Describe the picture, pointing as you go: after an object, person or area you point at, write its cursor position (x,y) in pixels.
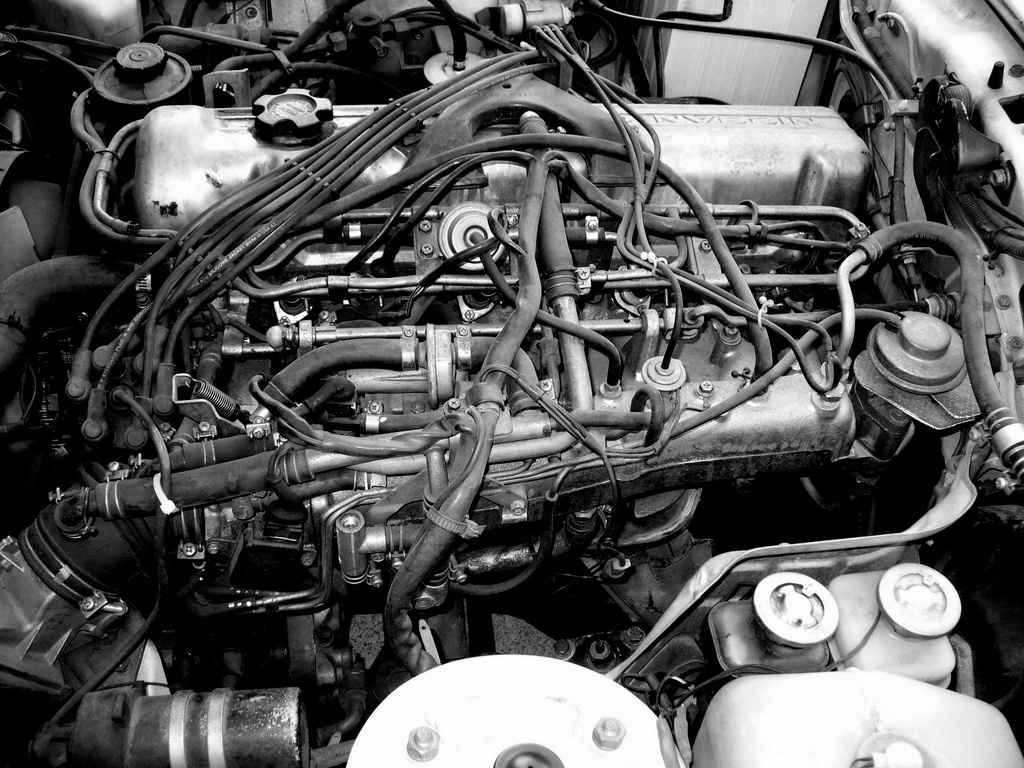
In this picture we can see an engine (543,448), cables (461,85) and some parts (733,350) of a vehicle (605,308).
